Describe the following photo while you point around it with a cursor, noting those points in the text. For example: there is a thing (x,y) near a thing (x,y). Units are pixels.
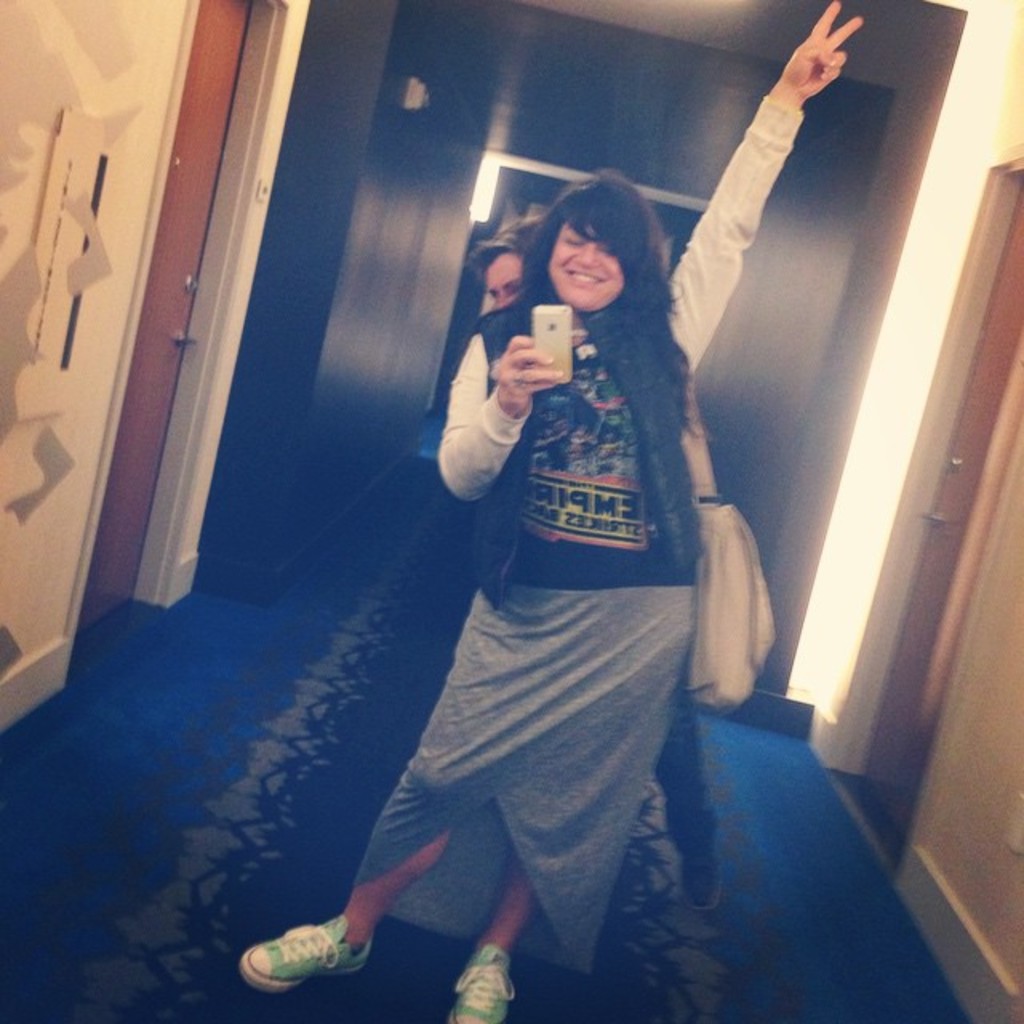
In this image I can see two persons (618,302) are standing and here I can see smile on her face (580,291). I can also see she is carrying a bag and she is holding a phone (544,322). In the background (145,400) I can see doors (199,124) and here I can see something is written on her dress (628,557).
